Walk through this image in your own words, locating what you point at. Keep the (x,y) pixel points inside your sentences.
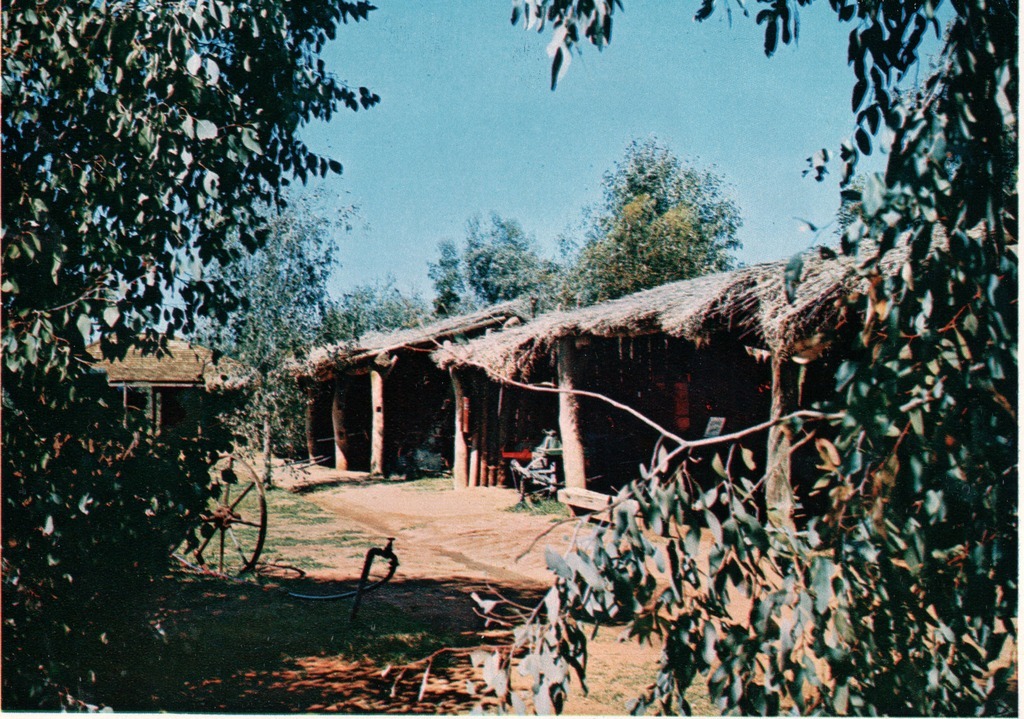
In this image on the right side (703,417), we can see the huts (626,429). There are trees (238,360) and grass (419,628). There is sand (400,528). There is a sky (528,149).
